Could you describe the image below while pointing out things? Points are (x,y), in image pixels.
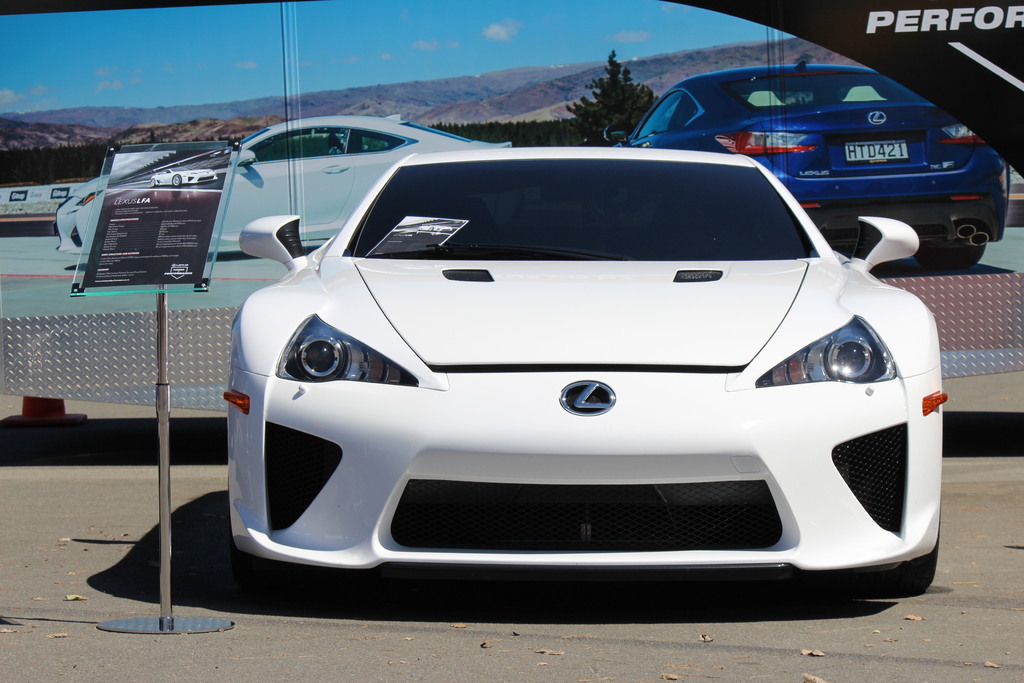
In this picture we can see a white car (496,334) parked on the road (521,604). On the left side of the car (407,461) there is a board (151,213) with stand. Behind the car (529,291) there is a car (898,157) and behind the car (517,287) it looks like a cone barrier (45,405). On the car (371,324) there is a paper (408,247).
